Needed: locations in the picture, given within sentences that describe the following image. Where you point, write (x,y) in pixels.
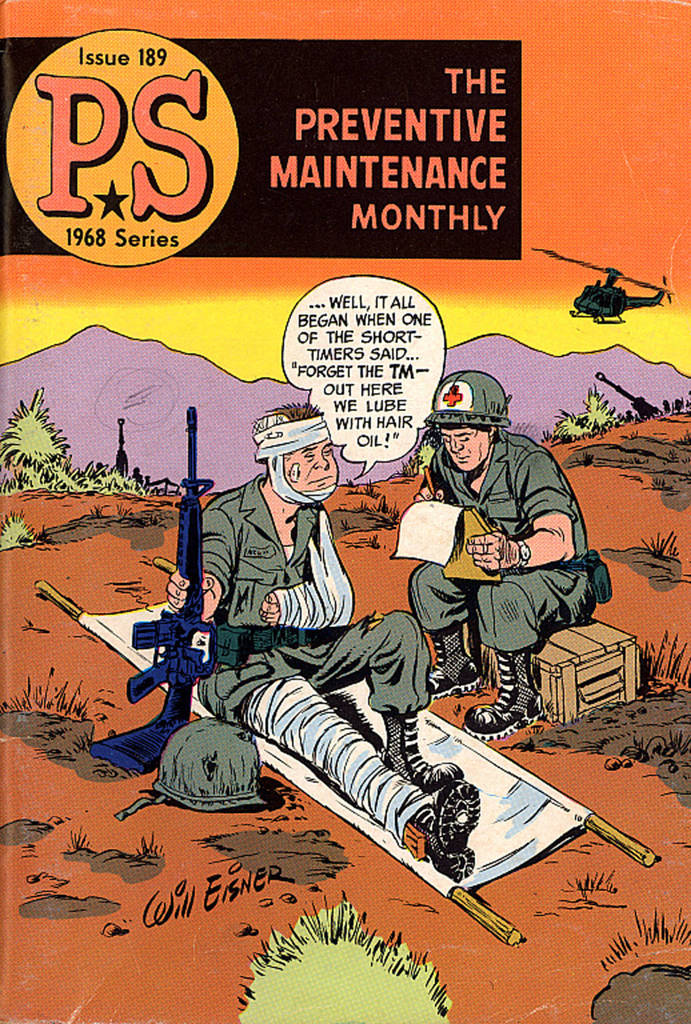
This is a graphical image. In this image we can see two persons (464,657) sitting on the ground (210,834). In that a man (391,693) is holding a gun (195,623) and the other is holding a book (401,542). On the backside (197,360) we can see the mountains (223,424) and helicopter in the sky (210,347).
